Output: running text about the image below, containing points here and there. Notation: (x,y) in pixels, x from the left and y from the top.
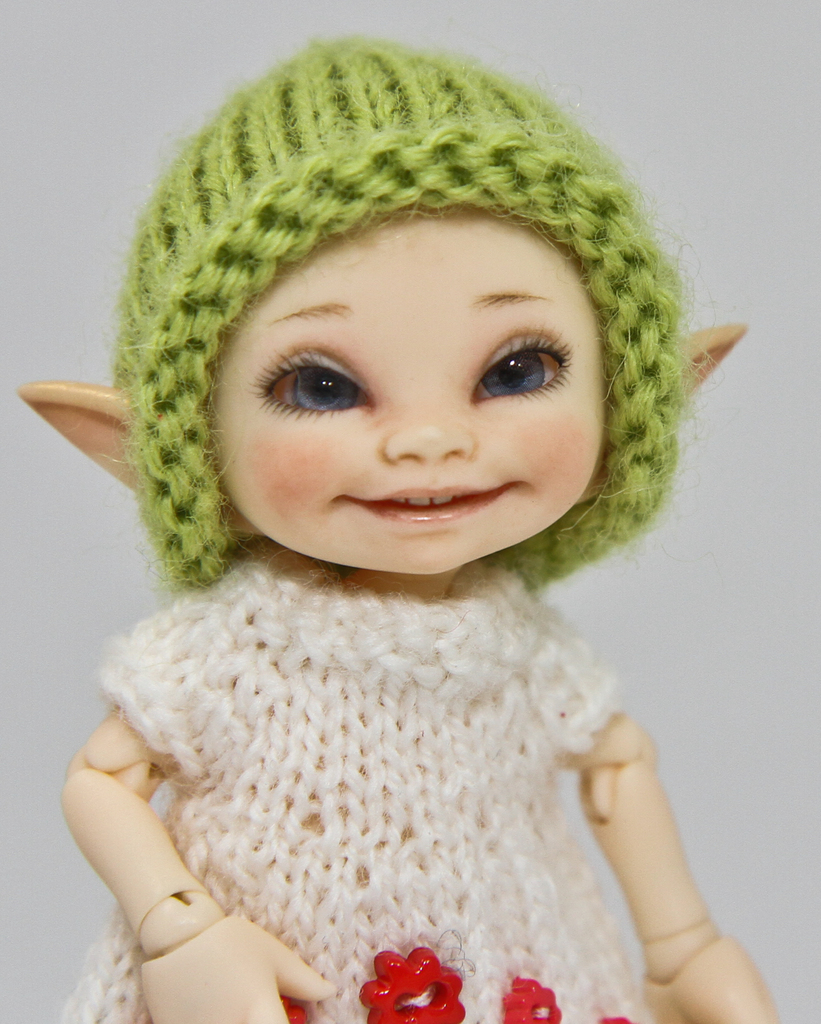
In this image we can see a doll (416,530) which is wrapped by crochet clothes (219,509) which are of white and green color.
